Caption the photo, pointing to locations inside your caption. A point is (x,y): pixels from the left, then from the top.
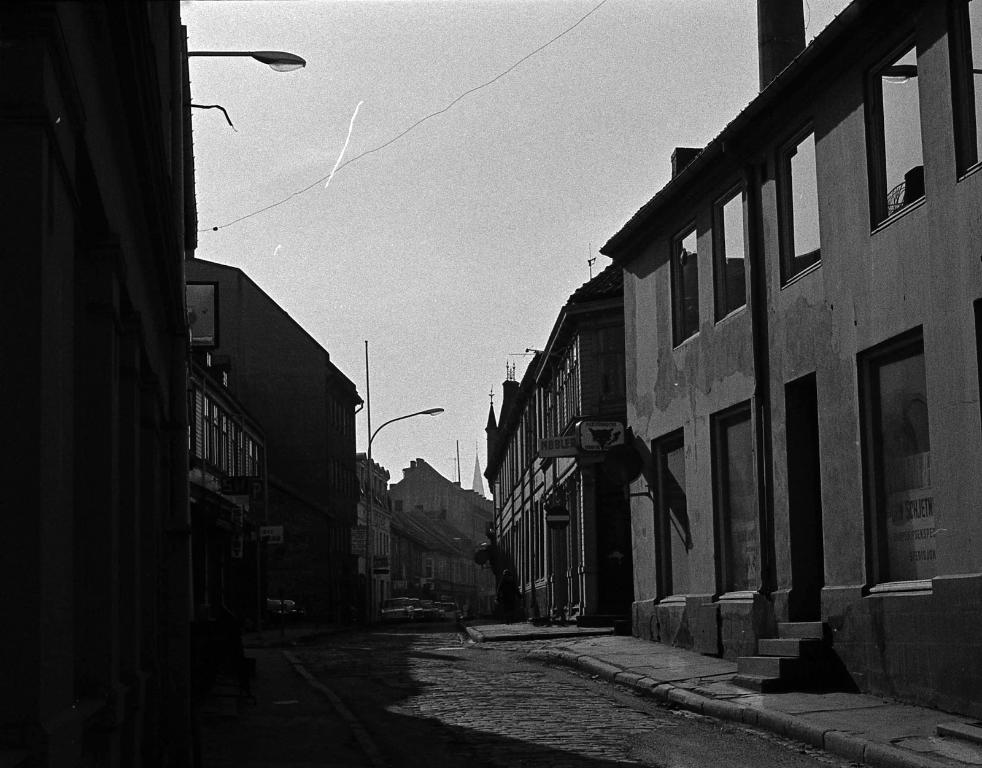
In this image there are buildings (377,527), electrical poles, and there are some sign boards (574,442) and the sky (425,194) is clear.
